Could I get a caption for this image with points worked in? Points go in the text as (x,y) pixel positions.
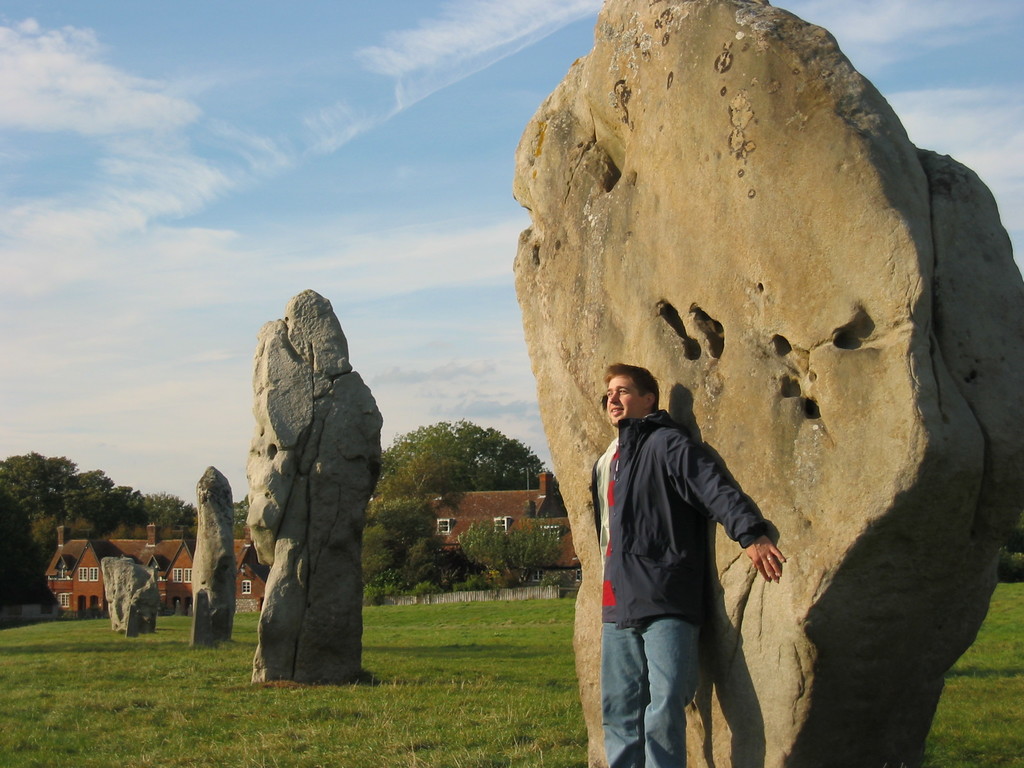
This picture is clicked outside. On the right we can see a person (641,634) wearing jacket (664,482) and standing on the ground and we can see the rocks (285,555), green grass (550,615), plants (418,527), trees (413,530), houses (443,527) and some other items (31,614). In the background (381,225) we can see the sky (457,208).
